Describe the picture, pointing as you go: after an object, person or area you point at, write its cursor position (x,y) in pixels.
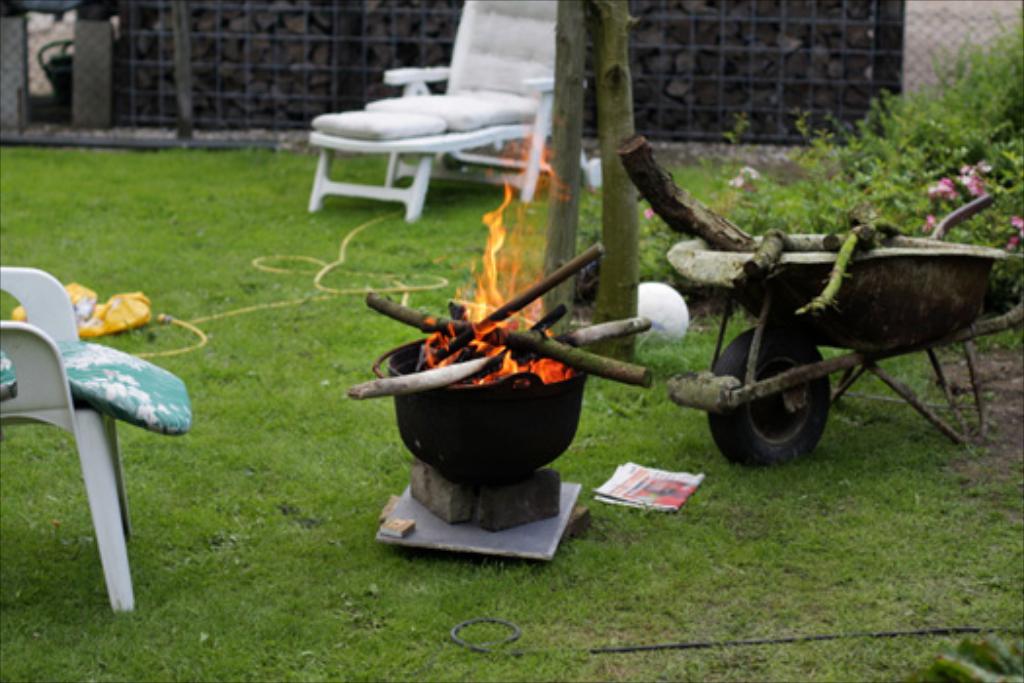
This image consists of a pot (533,444) in which we can see the fire (515,362). On the right (872,366), there is a trolley (842,286). At the bottom (695,471), there is green grass (282,450). And we can see two chairs (495,42) in this image. On the right (988,137), there are plants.
